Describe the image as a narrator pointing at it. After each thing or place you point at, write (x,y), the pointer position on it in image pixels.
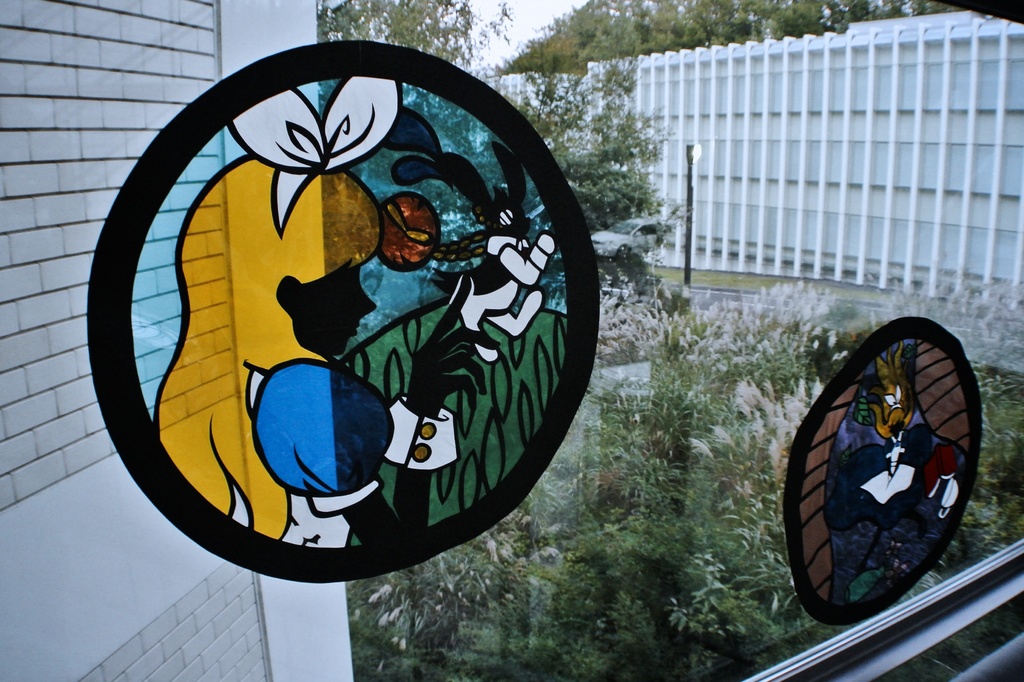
In this picture we can see a glass (341,546) with the painting (315,403). Behind the glass (610,362) there are trees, building (712,219) and a sky (503,35).
